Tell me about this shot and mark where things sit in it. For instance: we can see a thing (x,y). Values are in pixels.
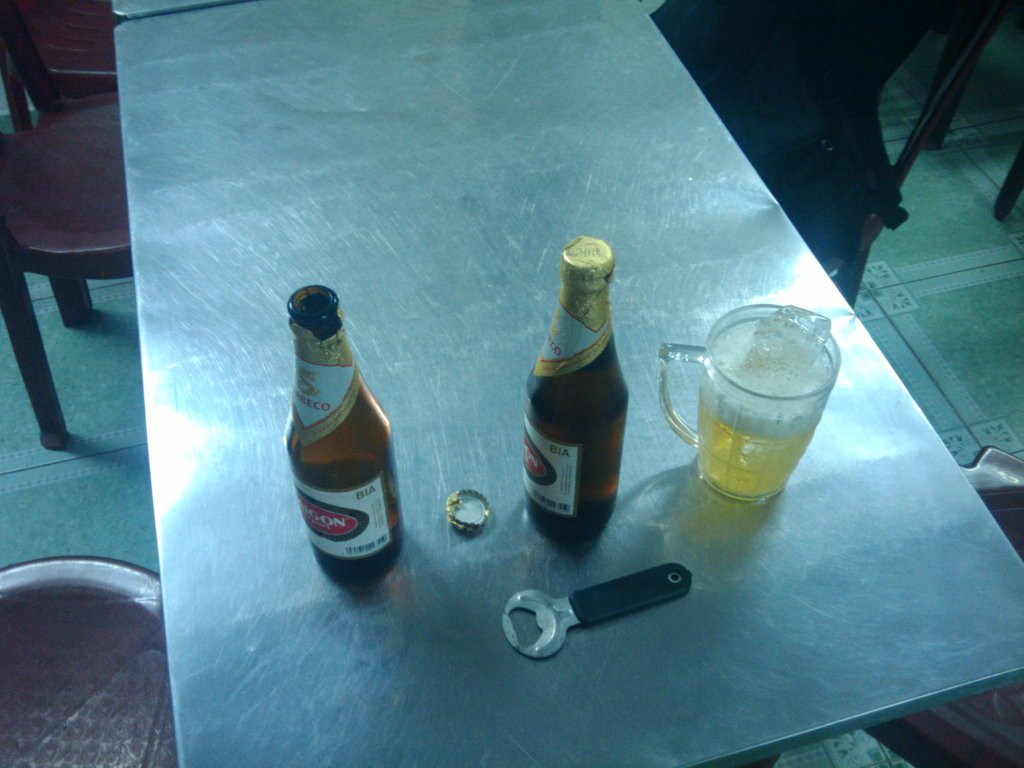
This is a steel table (315,205) with two beer bottles (359,502), opener (600,600), jug of beer (715,436) on it. These are the empty chairs (76,169). This is the floor (962,301).
